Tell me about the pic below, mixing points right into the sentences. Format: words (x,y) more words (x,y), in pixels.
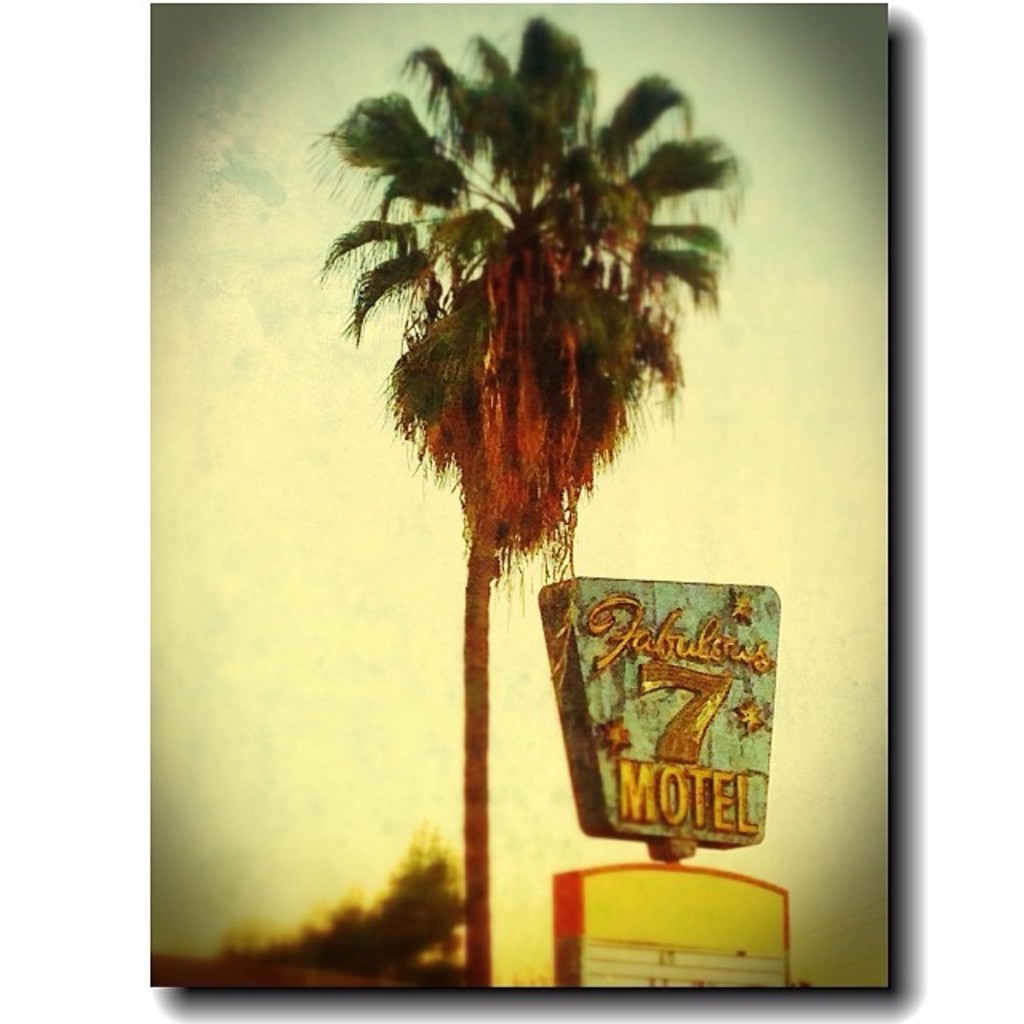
In this picture we can see hoardings (589,733) and trees (492,434) and we can find some text (654,663) on the hoarding (668,624).
